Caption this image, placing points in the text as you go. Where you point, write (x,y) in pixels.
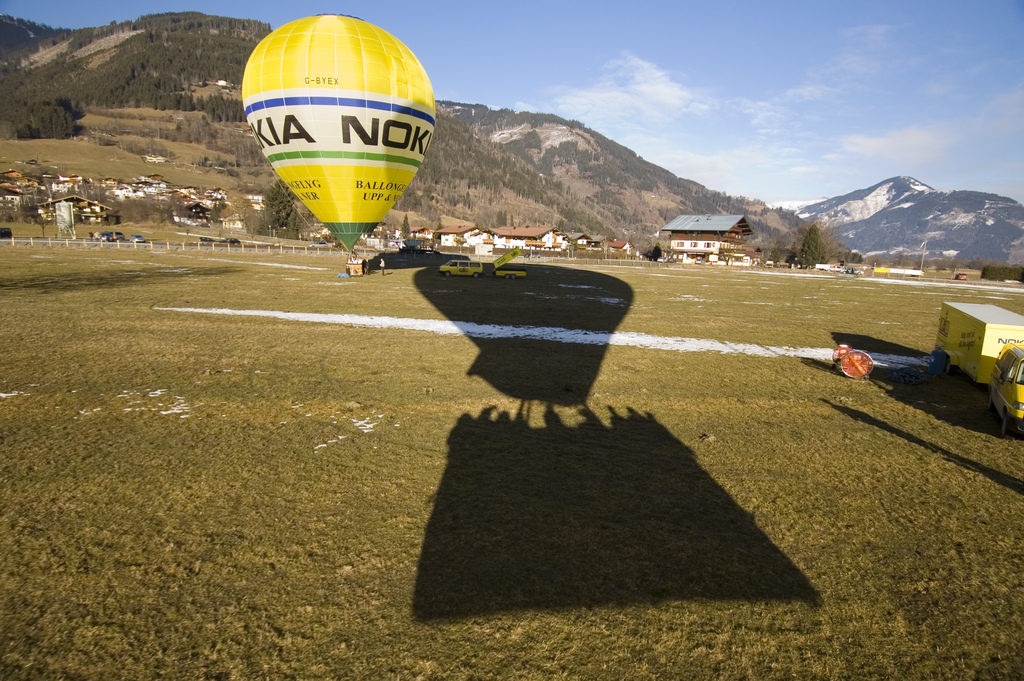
In this picture there are houses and trees (24,104) in the center of the image (682,250) and there is grassland (515,395) at the bottom side of the image (619,524), there is a truck (996,316) on the right side of the image (1006,332) and there is a hot air balloon (256,49) at the top side of the image (383,77).
